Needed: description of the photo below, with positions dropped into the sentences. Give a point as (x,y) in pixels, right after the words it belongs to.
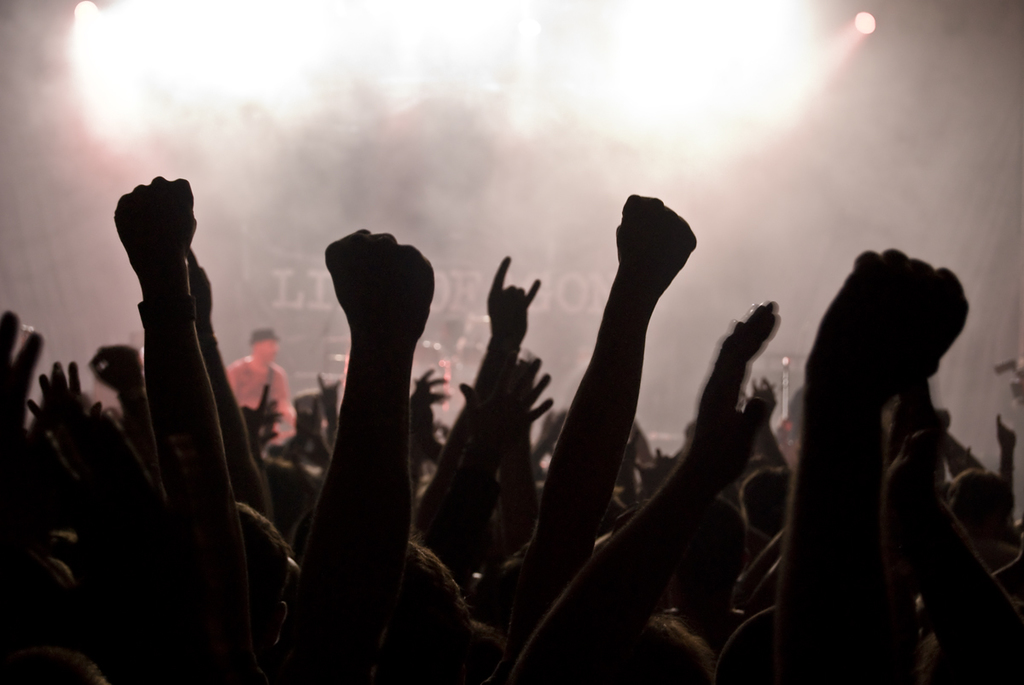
In this image we can see persons (661,521) standing.
